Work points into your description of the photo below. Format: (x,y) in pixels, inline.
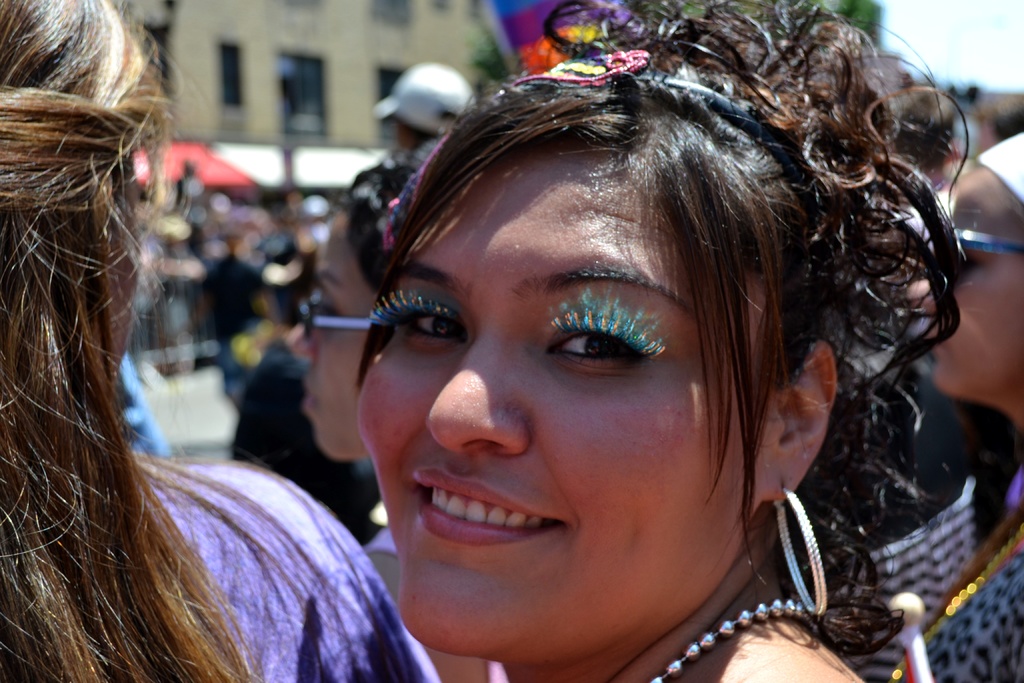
In this image there are people (826,379). In the background (309,130) there is a building (359,128) and we can see the sky (928,41).
